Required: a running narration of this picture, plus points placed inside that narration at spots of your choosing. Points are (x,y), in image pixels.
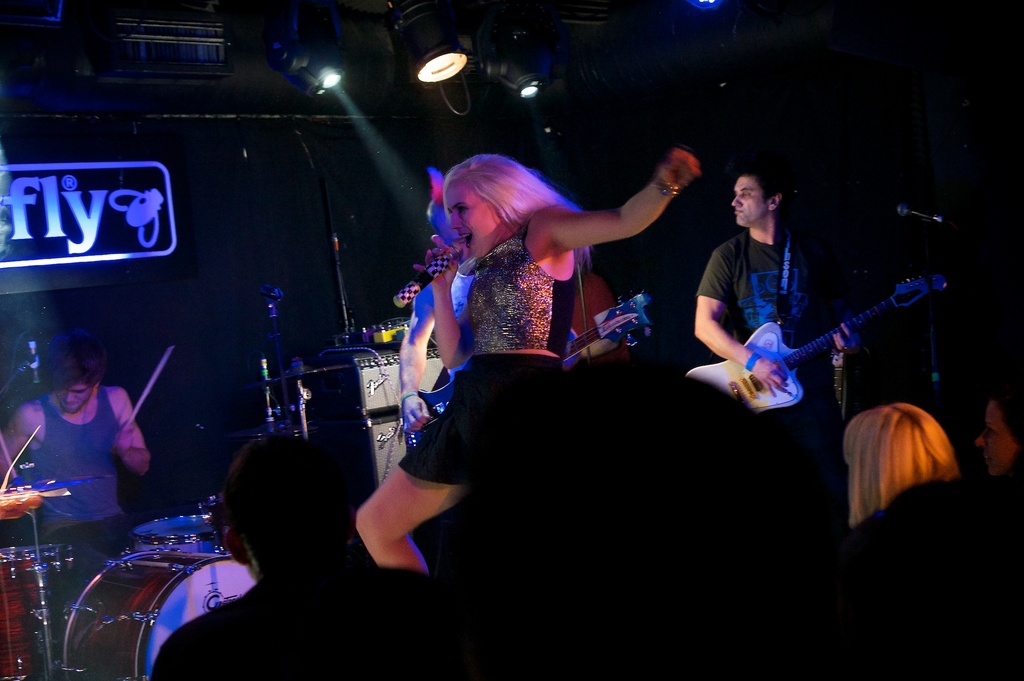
In this image I can see a woman (527,300) dancing and singing a song using a mike (441,269). And these are audience (720,504) watching the performance. At the left side of the image (85,429) I can see a man (81,454) sitting and playing drums (117,563). At the right side of the image (748,302) I can see a man (753,298) standing and playing guitar (769,344). At background (109,241) I can see a name board (110,220) with a name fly on it. At top of the image (454,46) I can see show lights (442,72) which are used to highlight the show.
